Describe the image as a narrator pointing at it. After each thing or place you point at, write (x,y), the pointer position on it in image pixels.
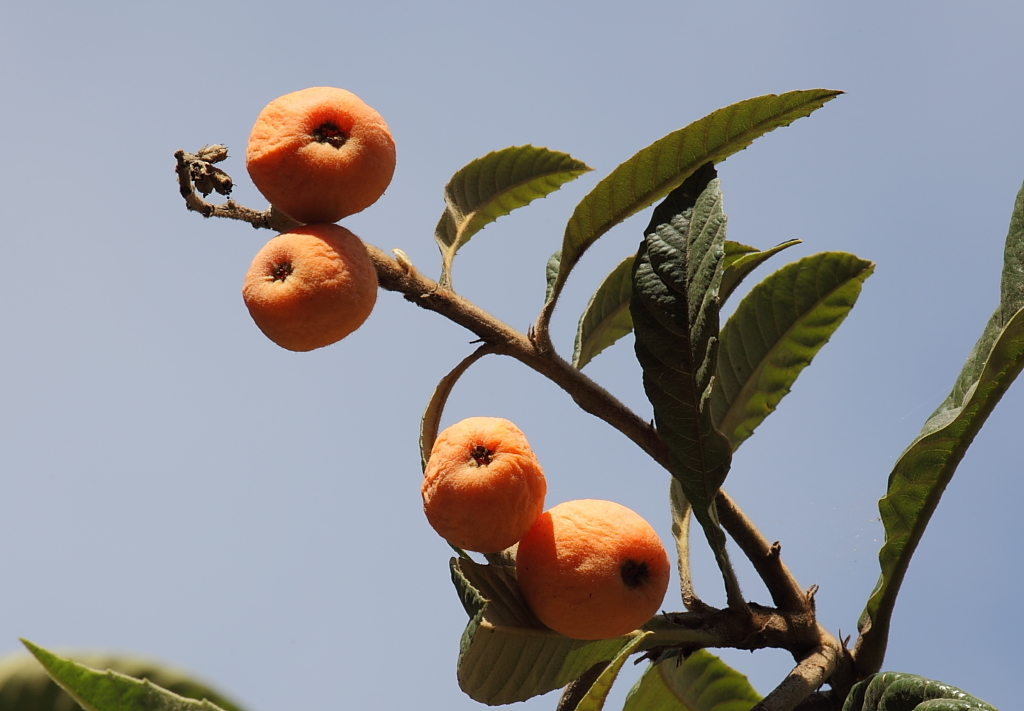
In the picture I can see a tree (656,390) which has fruits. In the background (377,380) I can see the sky (21,272).
